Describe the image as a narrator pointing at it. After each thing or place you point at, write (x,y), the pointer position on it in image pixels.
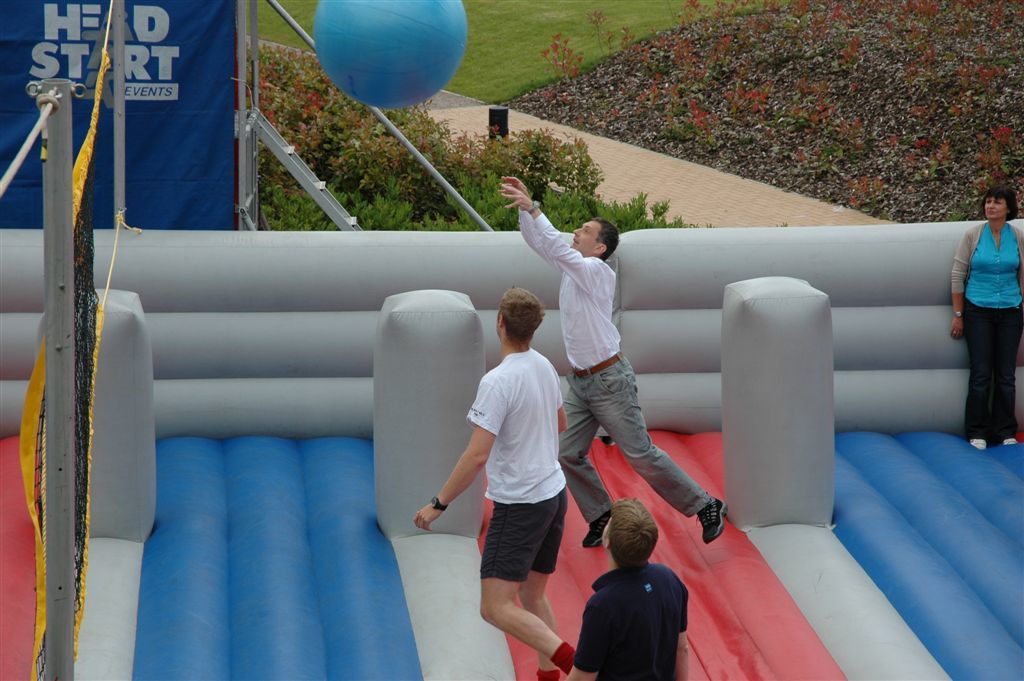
In the image there is an inflatable (687,238) and a group of people (622,423) were playing with a ball (339,21) inside the inflatable (260,364), around that there are many trees (490,163) and grass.
